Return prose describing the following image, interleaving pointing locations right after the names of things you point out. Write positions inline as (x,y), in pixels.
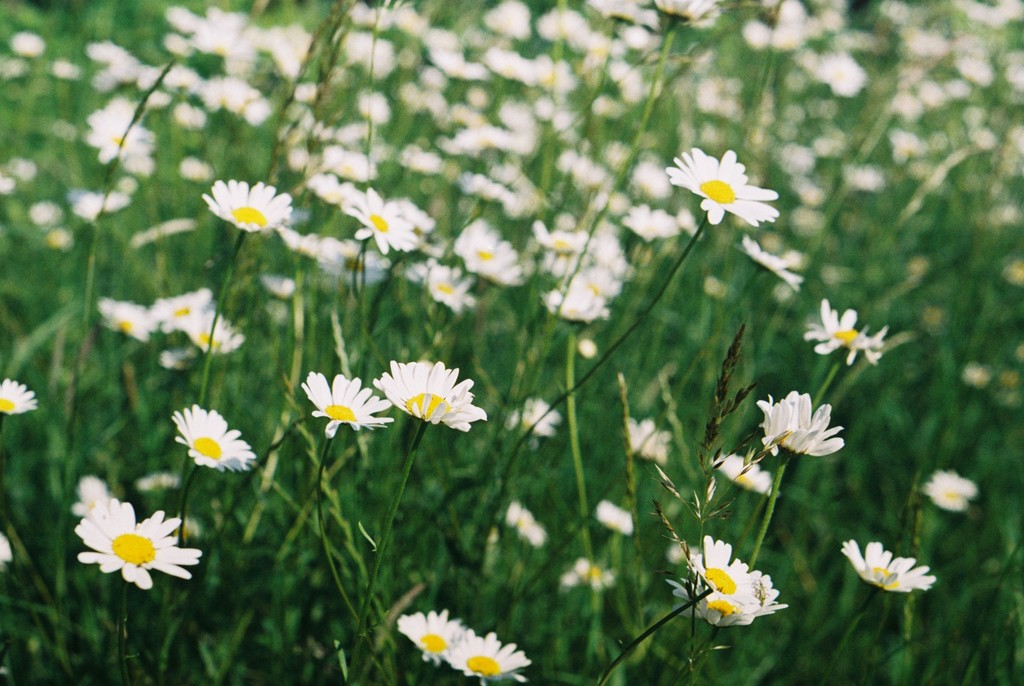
In this picture there are white color flowers (484,178) on the plants (419,585).
